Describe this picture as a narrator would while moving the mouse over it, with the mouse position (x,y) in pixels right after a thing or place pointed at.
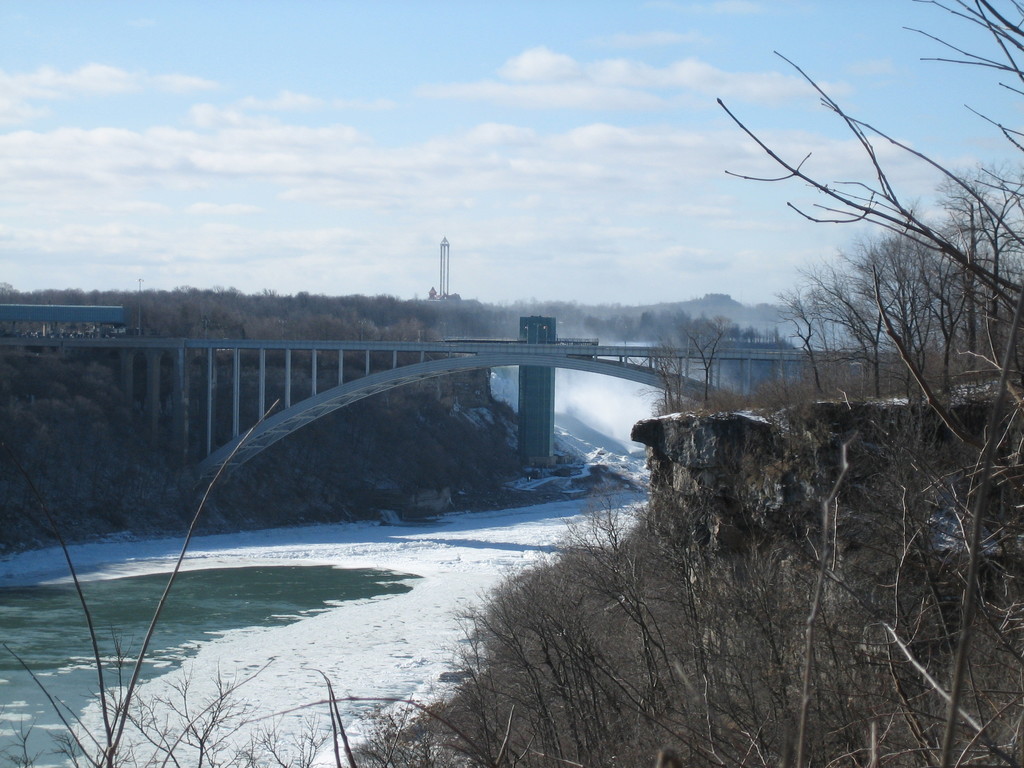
In this picture I can see a bridge (436,369) and few trees (78,356) and I can see water (259,602) and a tower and I can see a blue cloudy sky (580,80).
